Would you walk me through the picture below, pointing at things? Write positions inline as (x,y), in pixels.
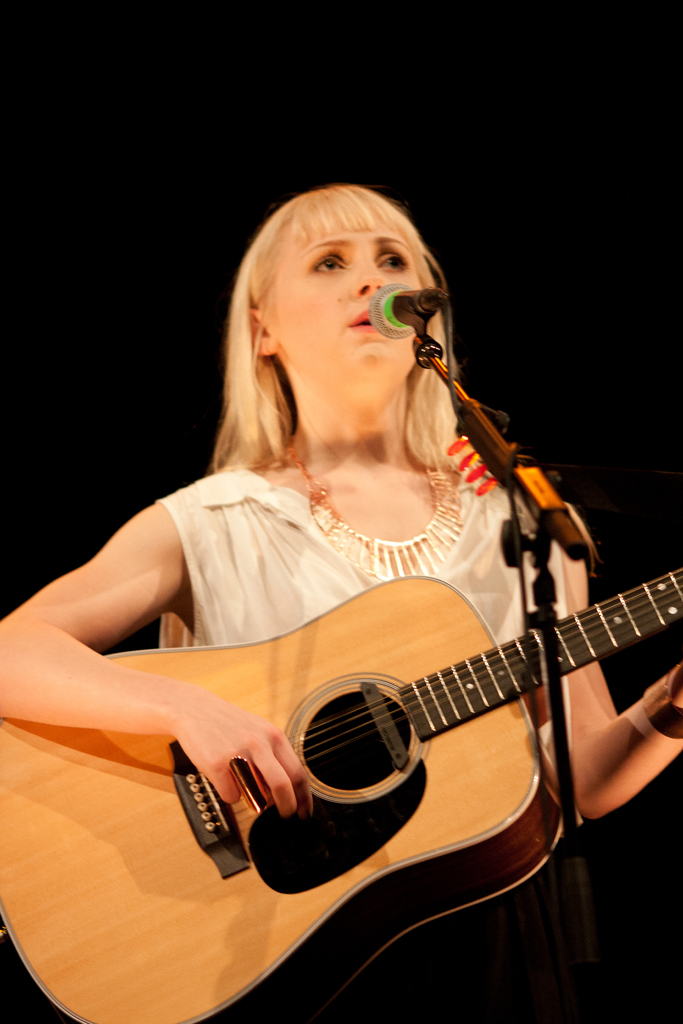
A woman (365,433) is playing guitar (382,598) and singing on mic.
